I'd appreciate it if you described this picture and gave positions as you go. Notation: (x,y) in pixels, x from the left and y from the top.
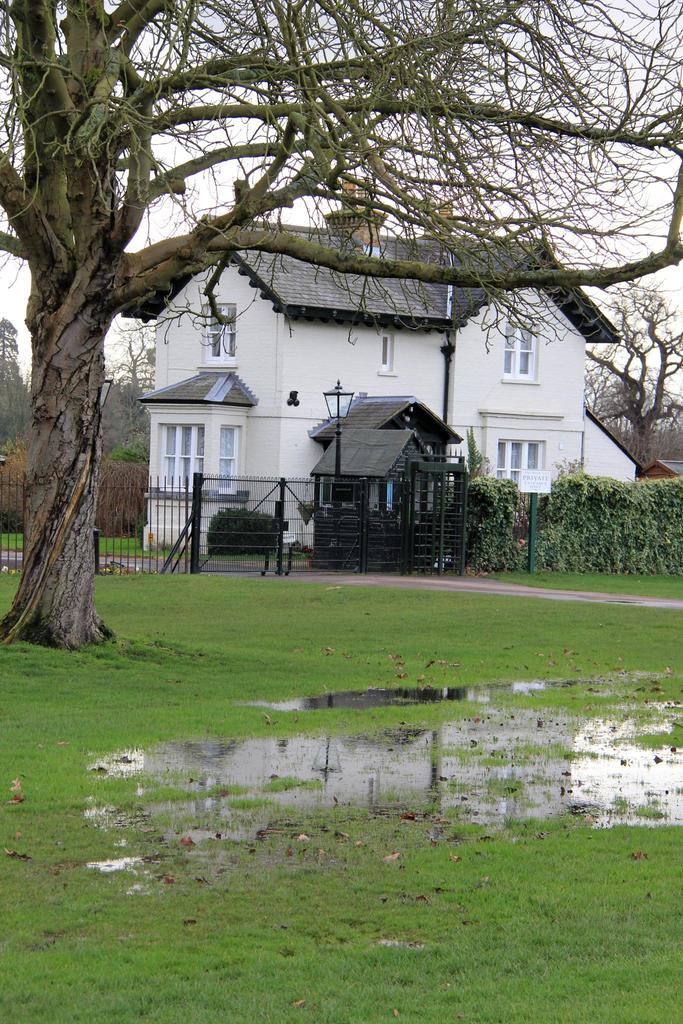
This image consists of a house (311,371) in white color. To the left (35,448), there is a tree (35,374). At the bottom (204,808), there is green grass (406,834) along with the water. To the right (551,538), there are plants (541,525). In the front (399,501), there is a gate (232,528).
